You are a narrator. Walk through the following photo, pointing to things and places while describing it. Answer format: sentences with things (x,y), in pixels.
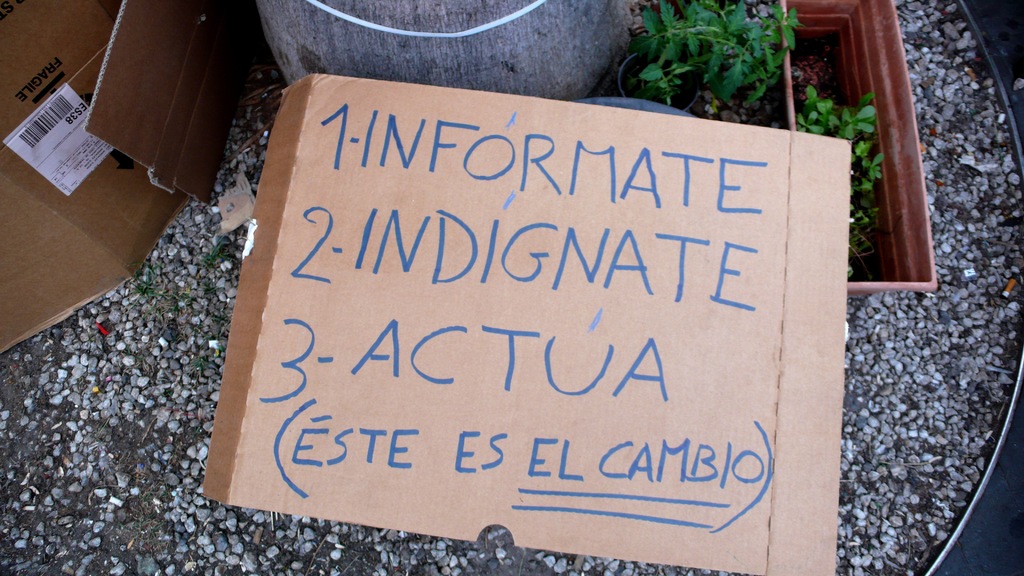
In this image I can see cardboards (449,309). There is some text (637,154) on the cardboard (349,294). There are plants (832,122) in flower pots (866,88), there are stones (134,445) and also there are some objects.
